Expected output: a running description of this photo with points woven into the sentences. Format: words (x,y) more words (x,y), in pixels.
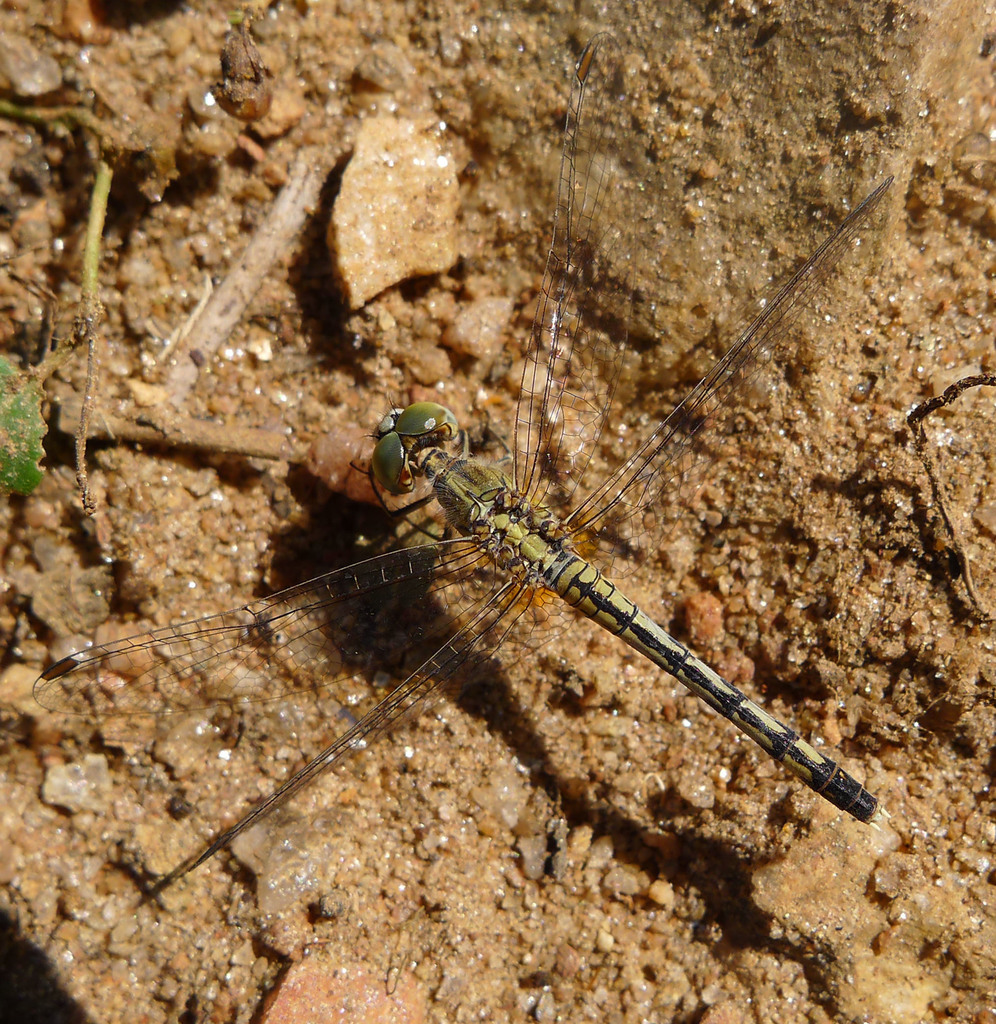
In the middle of this image (502,602), there is an insect (650,630) having wings (340,570), standing on a stone (336,438) which is on the ground (383,408), on which there are stones (288,731). On the left side (7,368), there is a green colored leaves (29,406).
